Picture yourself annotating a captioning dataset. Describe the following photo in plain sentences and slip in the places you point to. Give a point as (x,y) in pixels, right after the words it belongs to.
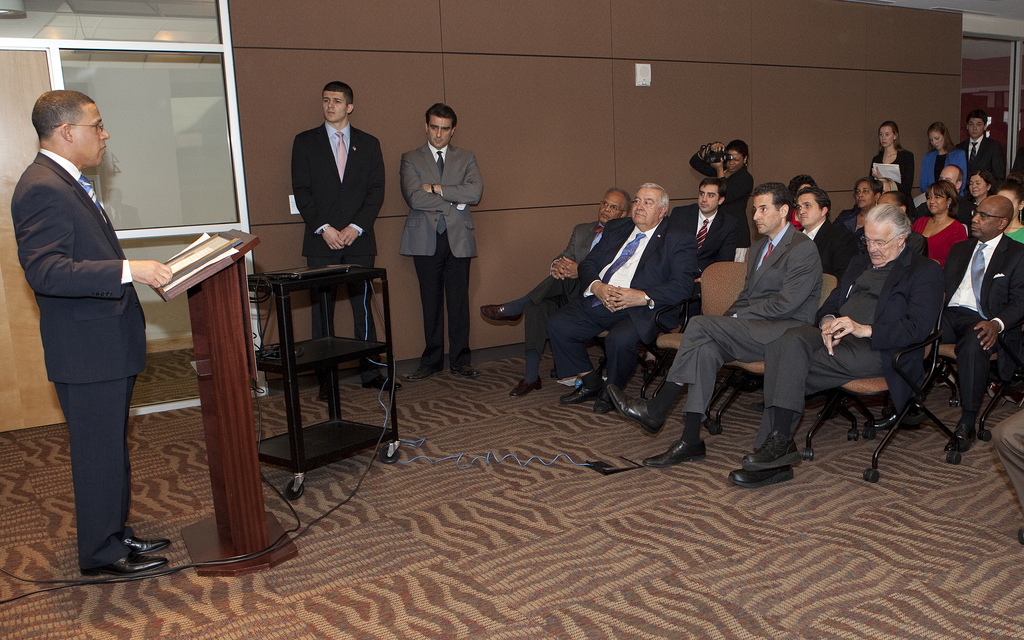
On the left (110,360) there is a man (66,338) standing at the podium (205,285) and on the podium (208,298) there is a book (176,271). On the right (695,289) there are few people (780,309) sitting on the chair (826,289). In the background (176,320) there is a wall (339,306), door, glass door (154,149), few people (361,305) standing and in the middle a person (737,163) is capturing pics and this is a floor (504,556).
